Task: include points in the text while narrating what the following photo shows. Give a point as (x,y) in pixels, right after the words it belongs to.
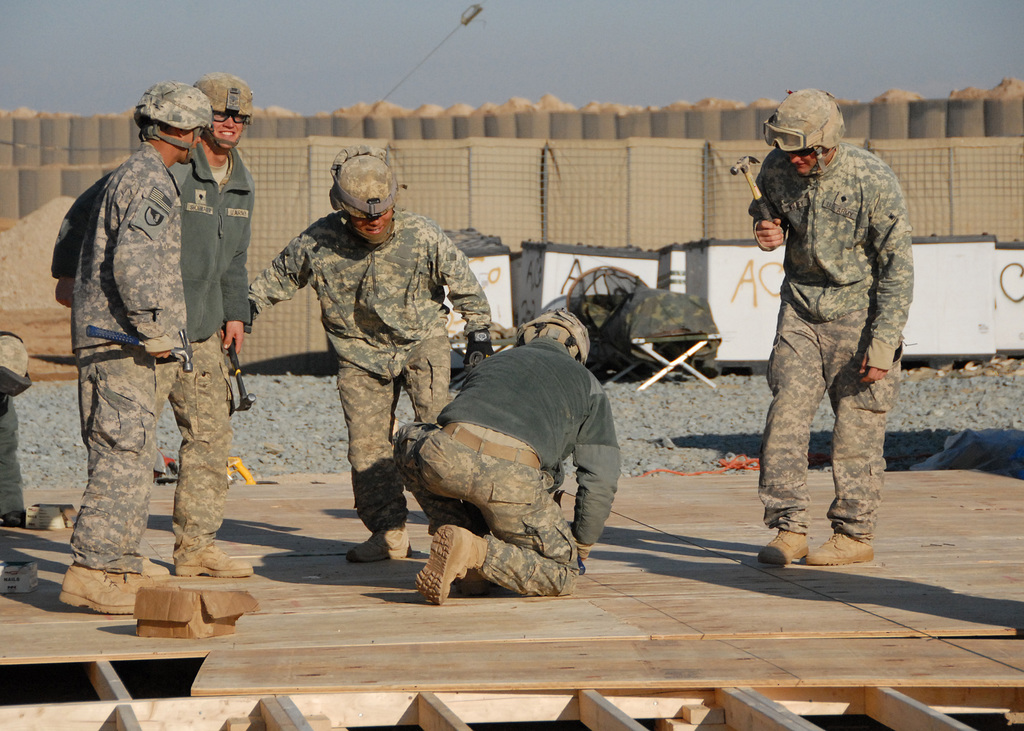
In this image in the foreground (543,383) there are four persons (357,323), holding hammer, standing, one person (457,459) sitting in squat position, all are visible on wooden plank (722,571), behind them there is a concrete (234,439), white color container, soil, fence (585,190), light poles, some other objects (594,304) visible, at the top (289,44) there is the sky (667,45).
